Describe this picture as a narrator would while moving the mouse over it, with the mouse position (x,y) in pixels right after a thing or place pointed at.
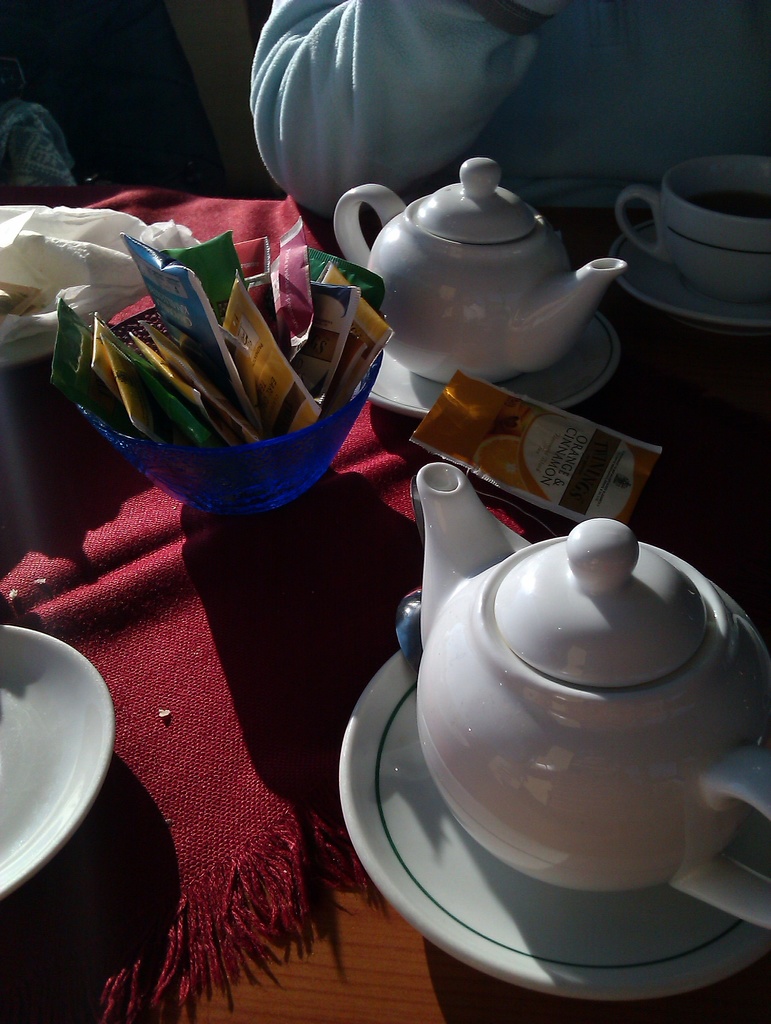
In this picture we can see bowls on a table (213,989) and in the background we can see a person (284,122).
